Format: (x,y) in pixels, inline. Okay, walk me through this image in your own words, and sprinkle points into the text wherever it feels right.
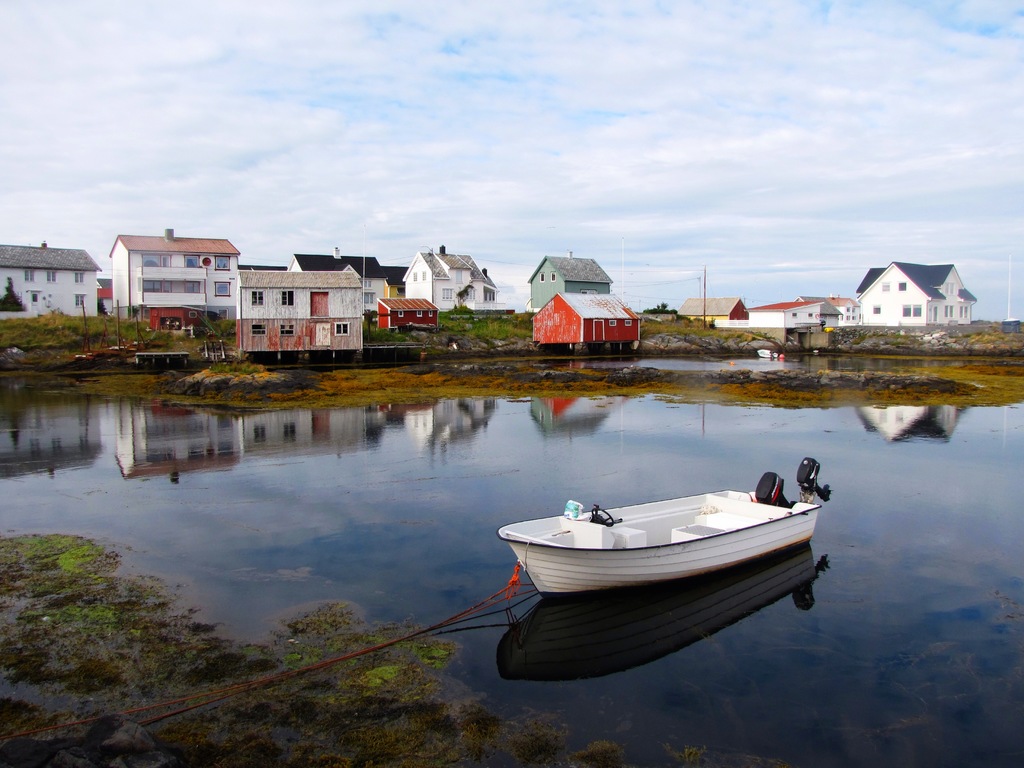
This picture shows few houses (451,299) and we see a boat (619,511) in the water (375,580) and we see a blue cloudy sky (562,90).
